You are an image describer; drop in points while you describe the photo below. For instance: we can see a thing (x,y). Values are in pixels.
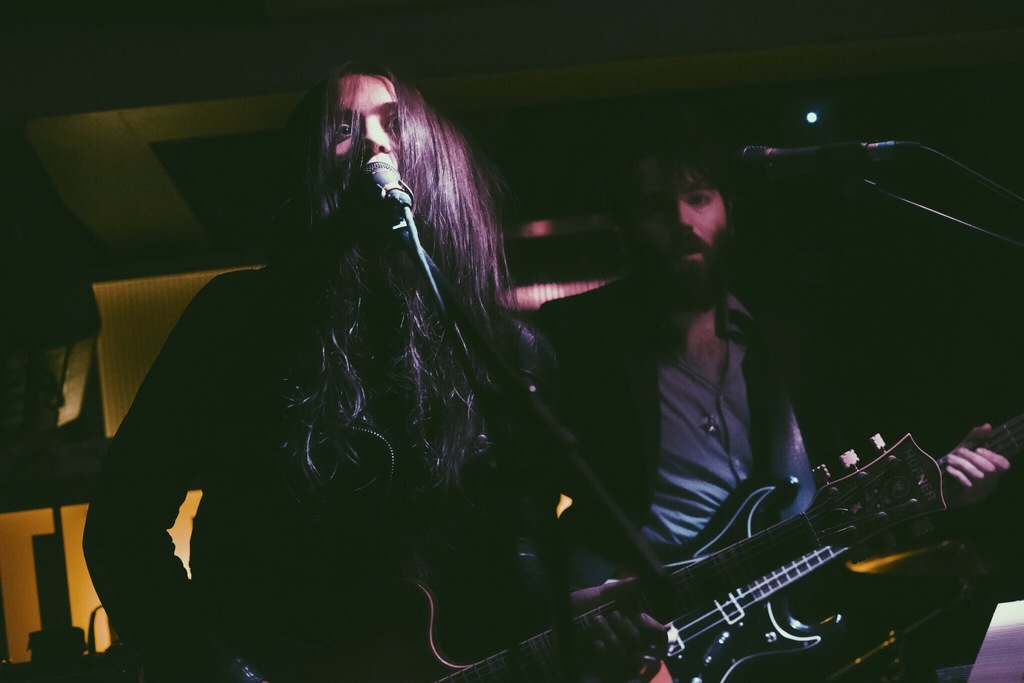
there are 2 people (479,442) standing holding guitar (762,576). there are microphones (396,198) present in front of them.
